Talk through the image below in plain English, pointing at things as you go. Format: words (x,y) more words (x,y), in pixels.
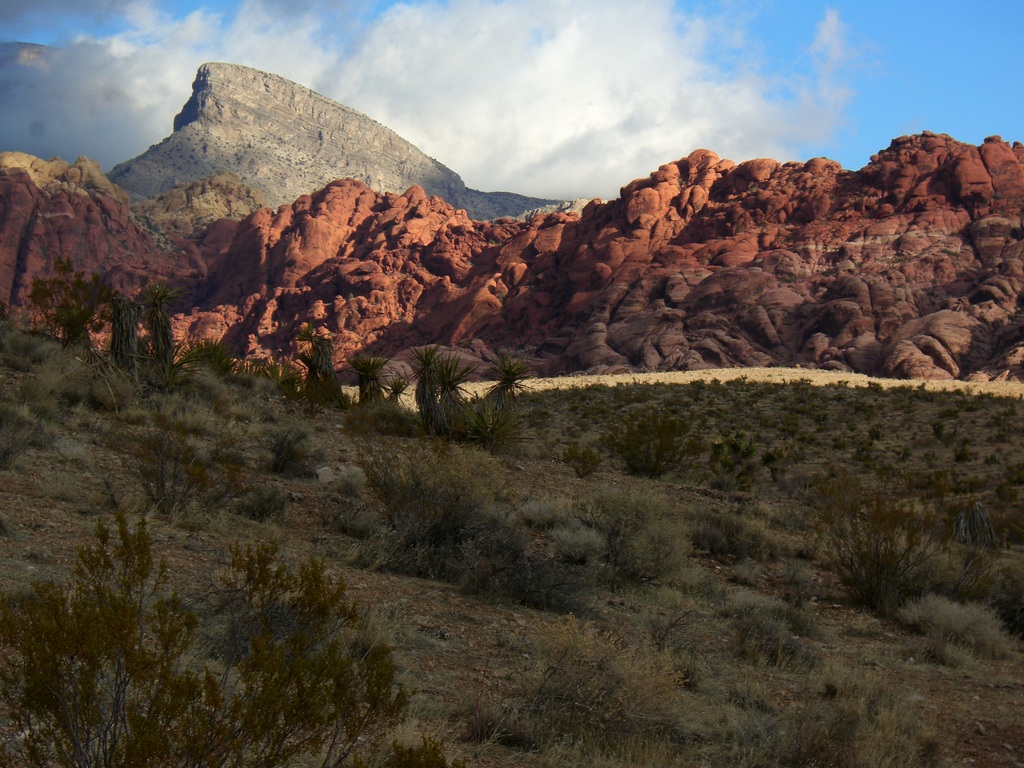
In this image I see the ground (33,497) on which there is grass (832,732) and plants (273,452). In the background (14,118) I see the mountains (992,245) and the sky (715,55) which is of blue and white in color.
